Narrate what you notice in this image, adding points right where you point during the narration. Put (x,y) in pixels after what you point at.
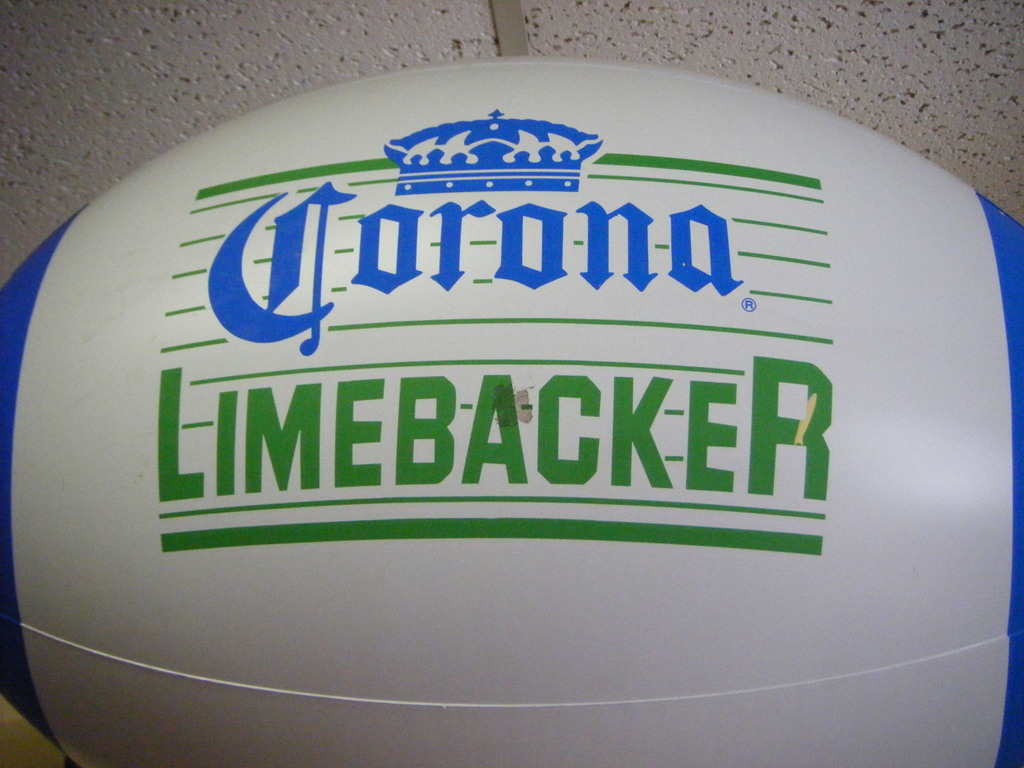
In the picture we can see a ball (710,587) which is white and blue in color and name (490,405) on it corona limebacker, in the background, we can see a wall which is white in color with a dot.
